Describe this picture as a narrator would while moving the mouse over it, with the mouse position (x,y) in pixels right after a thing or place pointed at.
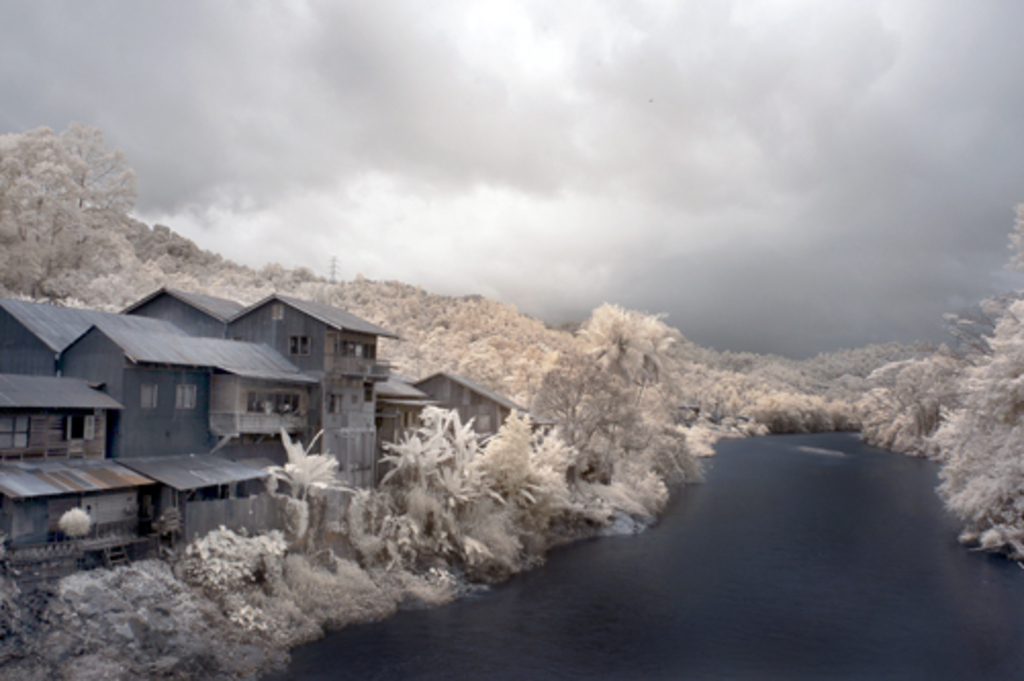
This image consists of a building (263,477) in the middle (481,404). There are trees (895,389) in the middle (594,404). There is water (703,637) at the bottom (719,627). There is sky (368,133) at the top (451,154).
